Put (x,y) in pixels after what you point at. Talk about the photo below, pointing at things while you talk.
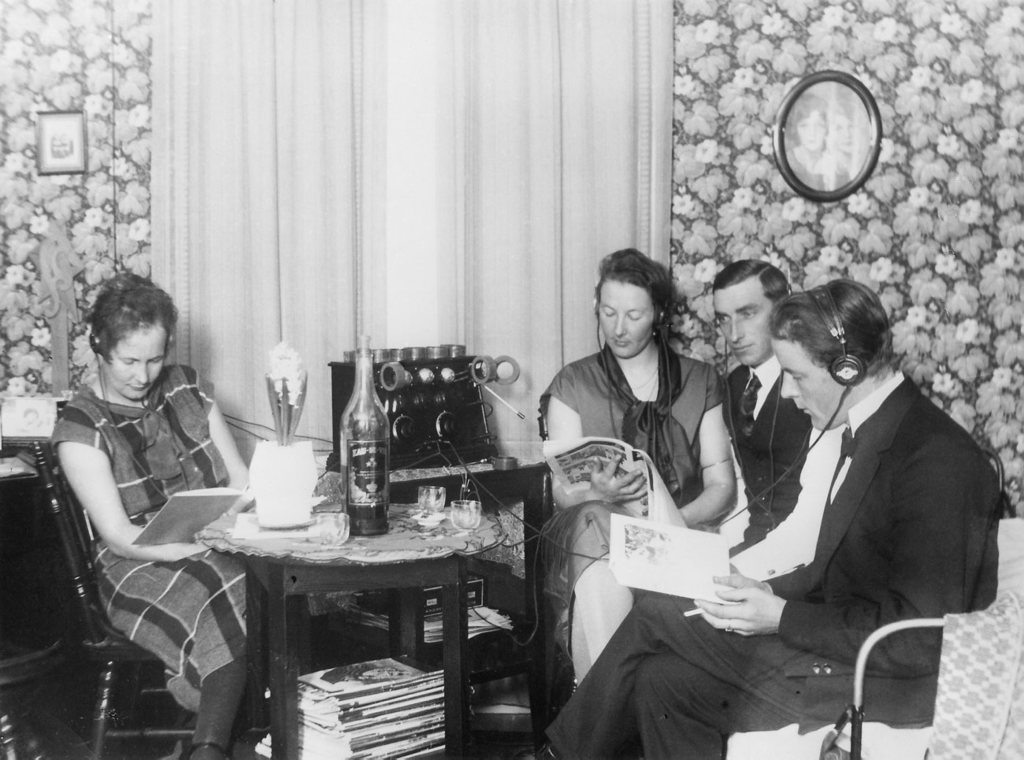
This is an inside view. Here I can see four people (553,422) are sitting on the chairs (868,654) around the table (406,562). On this table (402,521) I can see one bottle (367,502) and glasses (457,518). In the background (320,208) I can see a white color curtain (390,164) and there are two frames (59,150) attached to the wall (767,88). This is a black and white image. In this the people (128,505) are holding some books (650,542) in their hands (606,481) and looking into that books (176,533).
